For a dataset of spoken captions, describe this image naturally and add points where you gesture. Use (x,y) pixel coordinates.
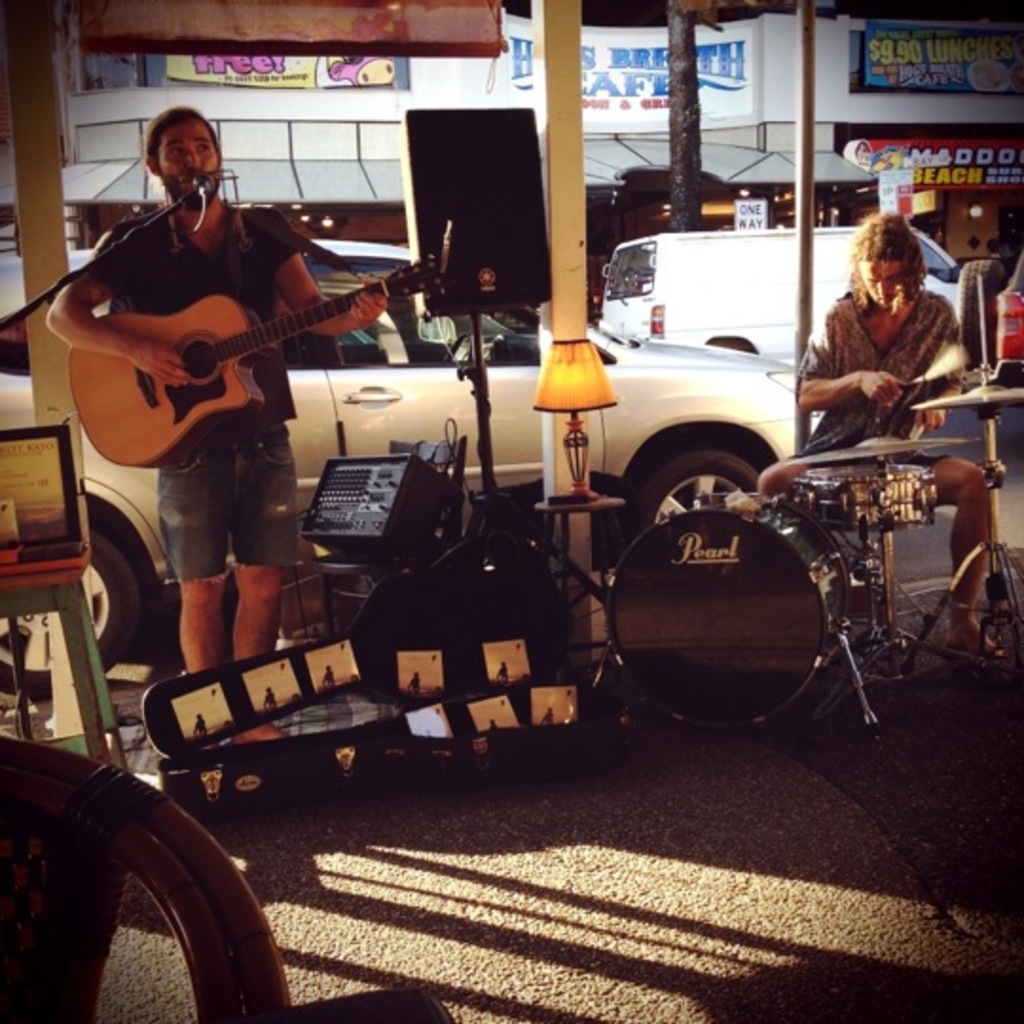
In this image there are two people (281,374) playing a musical instrument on the road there are vehicles (395,389) at the back side (336,220) there is a building (311,210).
